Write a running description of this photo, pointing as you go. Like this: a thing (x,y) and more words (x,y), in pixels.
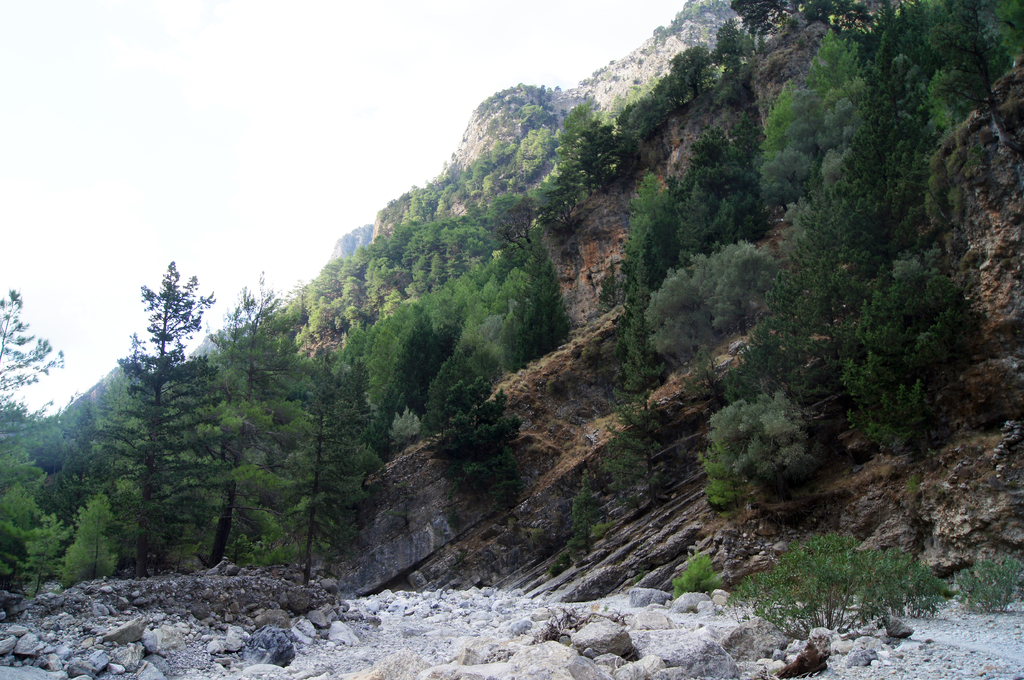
In this picture I can see stones (569,668) in front (217,651) and in the background (477,255) I see number of trees (575,212) and I see the sky (275,95).
